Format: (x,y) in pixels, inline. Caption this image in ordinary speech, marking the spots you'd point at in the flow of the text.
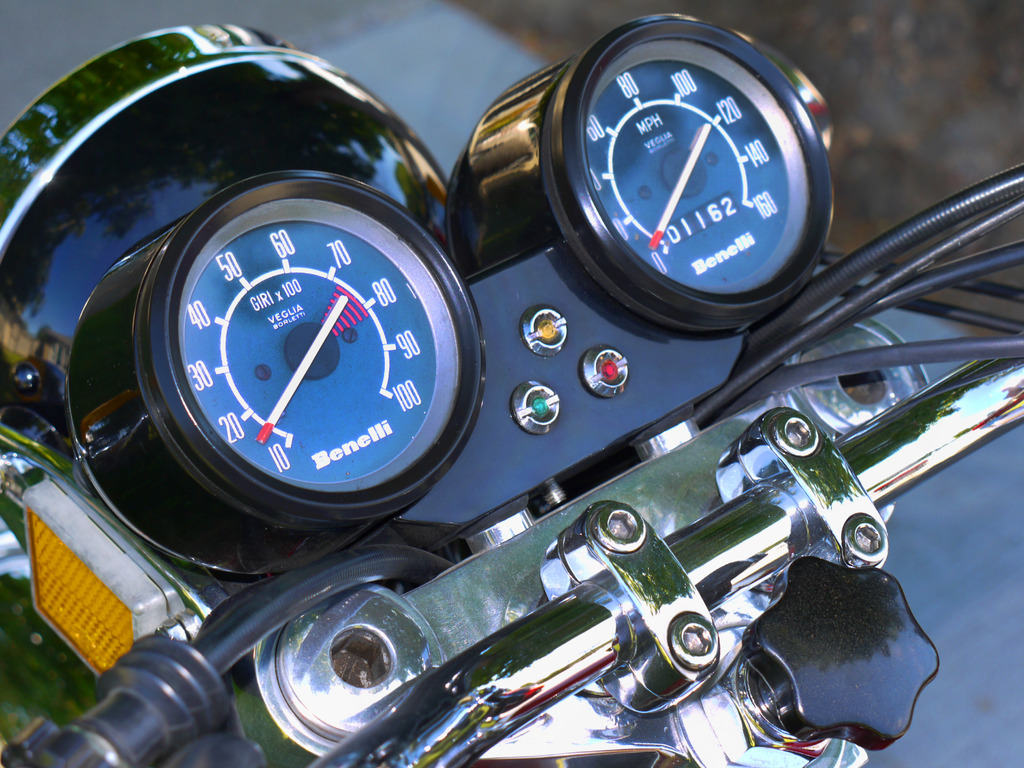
In this image there is a speedometer (686,134) of a bike (478,600) and there is a handle (956,409) and a head light (150,187).
